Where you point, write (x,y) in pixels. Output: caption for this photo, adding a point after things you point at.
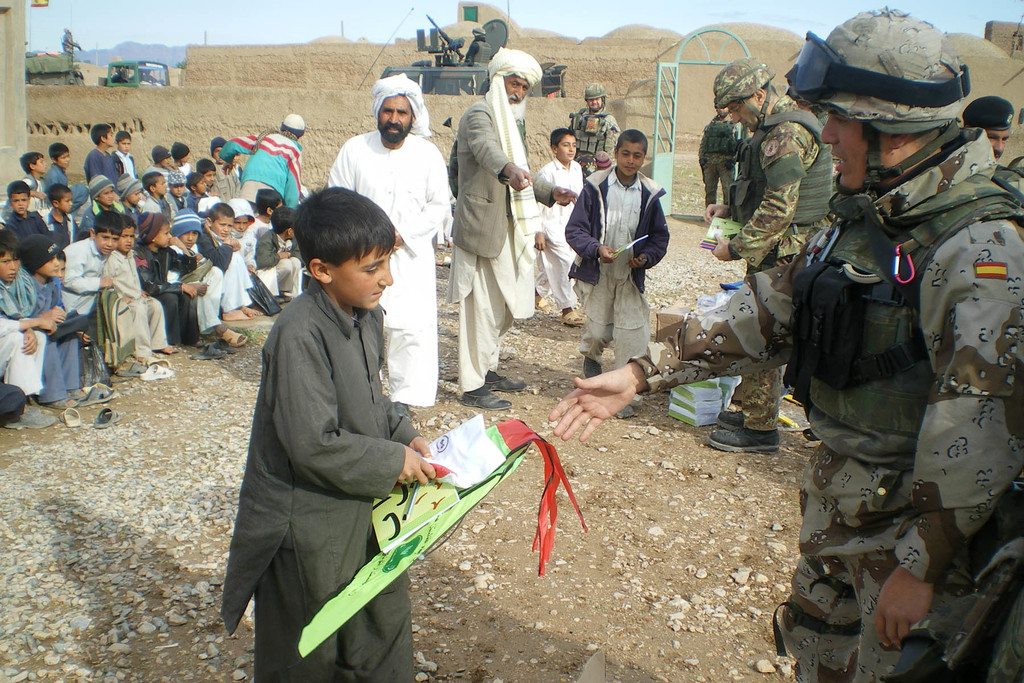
In this image we can see a group of persons (413,474) and a person (391,436) is holding an object (425,498) in the foreground (380,265). Behind the persons (379,87) we can see the walls (613,96), gates (665,88), mountains (120,52) and vehicles (500,37). At the top (608,6) we can see the sky (348,21).
